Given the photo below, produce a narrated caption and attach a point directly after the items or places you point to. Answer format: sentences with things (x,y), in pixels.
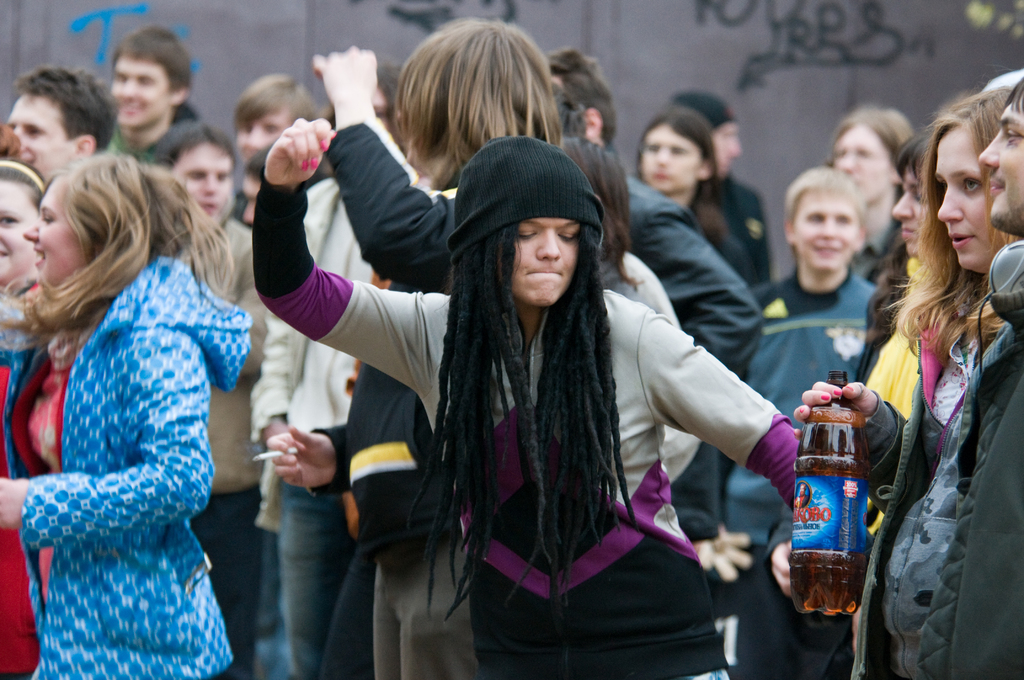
In this image I can see a woman (617,373) wearing grey, pink and black colored dress (676,396) is standing and I can see another woman (932,435) is standing and holding a bottle (849,446) in her hand (824,394). In the background (795,343) I can see number of people (786,295) are standing, the wall (226,51) and I can see few leaves (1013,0) on the top right of the image (969,11).
